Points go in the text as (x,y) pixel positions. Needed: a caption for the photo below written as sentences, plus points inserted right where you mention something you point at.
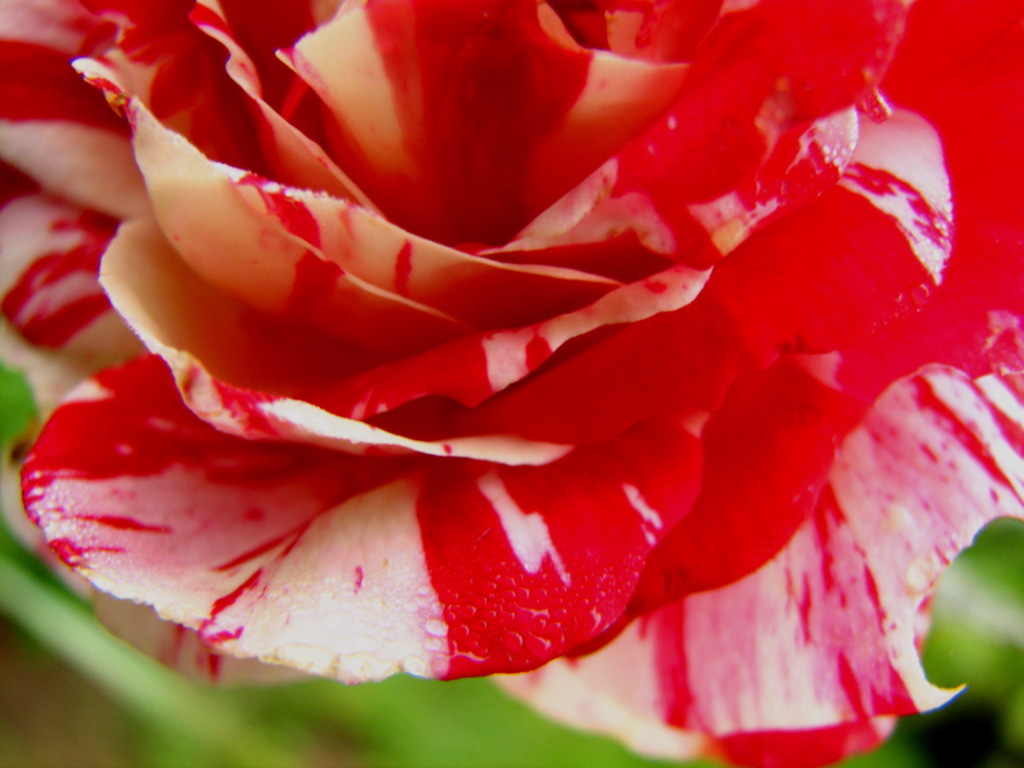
In this image we can see a zoom-in picture of a flower (490,284).
